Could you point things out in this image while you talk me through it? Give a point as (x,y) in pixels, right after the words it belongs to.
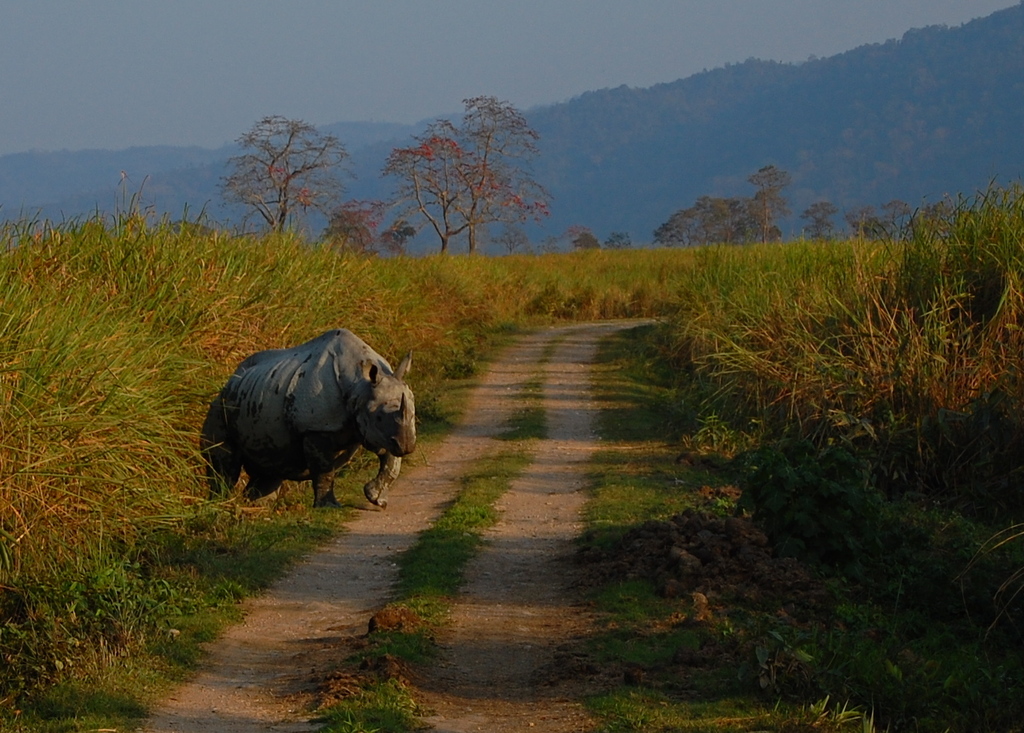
In the picture we can see a grass plant (144,470) and grass (426,606) on the path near to it and in the middle (505,422) we can see a pathway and near it, we can see a rhinoceros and in the background (383,240) we can see some trees (589,232) and behind it we can see hills (576,209) and sky (360,80).
